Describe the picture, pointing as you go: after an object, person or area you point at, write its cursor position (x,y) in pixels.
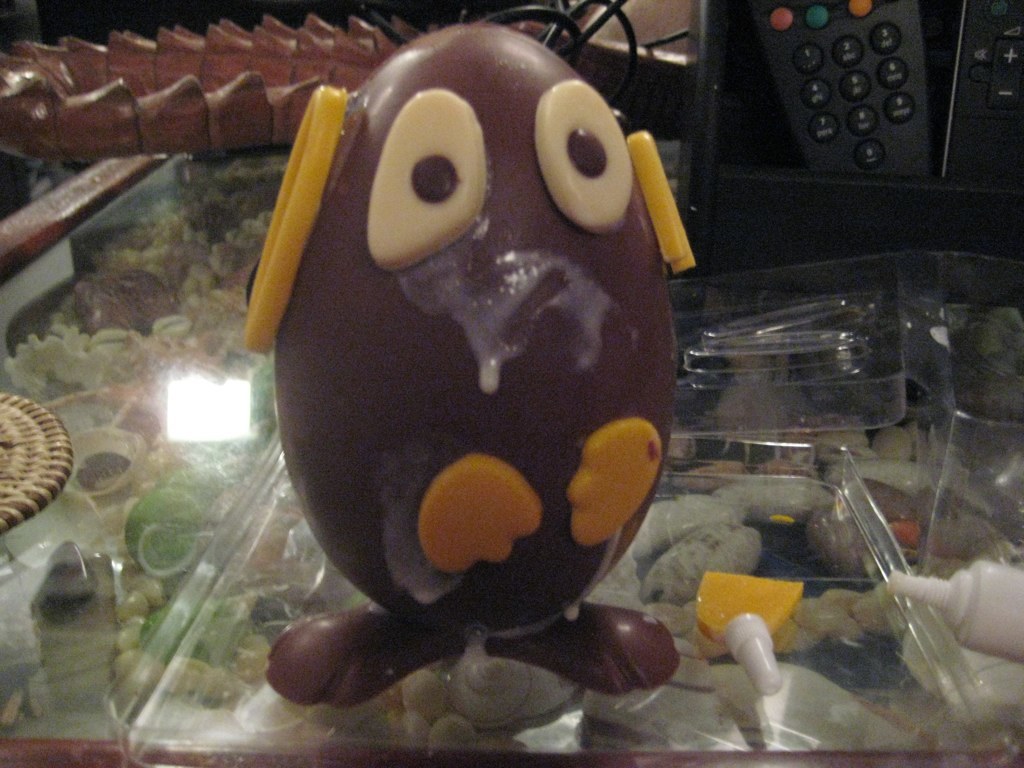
In this image we can see a food item (316,490) on a glass surface (210,446). Also there is a tube (928,598). Through the glass surface (132,492) we can see many items (70,363). In the back (817,92) there is a remote (833,64). Also there are few other objects (307,44).
